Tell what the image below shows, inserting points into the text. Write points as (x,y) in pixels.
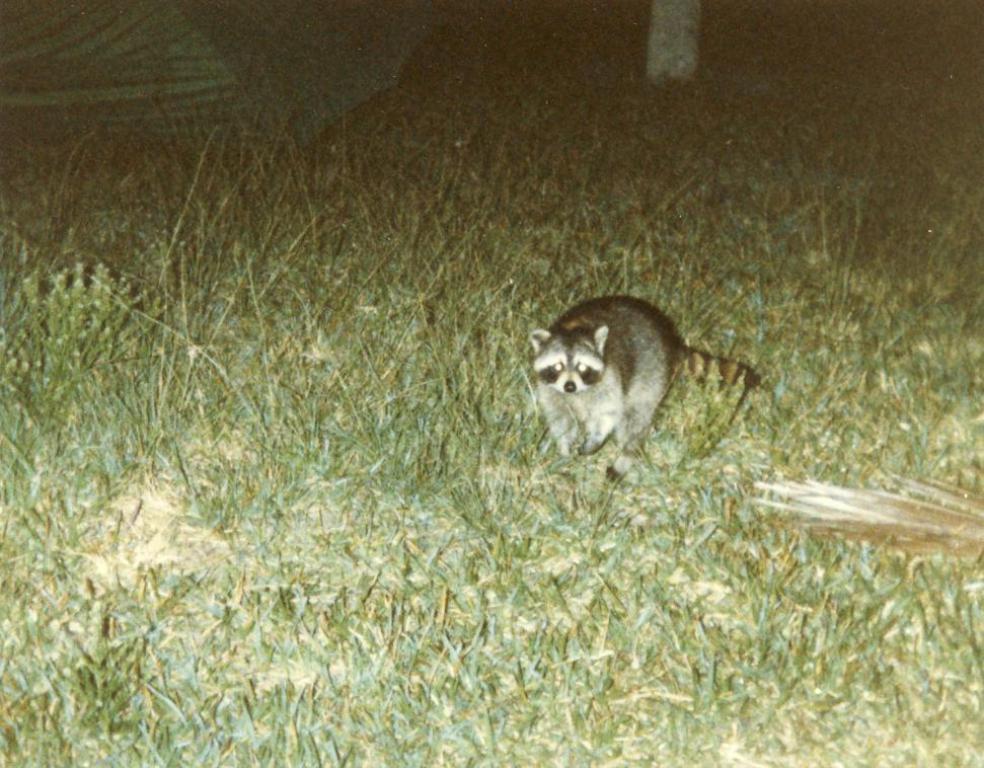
In the picture we can see a grass surface (861,717) on it we can see a animal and behind it we can see a tent (279,105) which is green in color.
